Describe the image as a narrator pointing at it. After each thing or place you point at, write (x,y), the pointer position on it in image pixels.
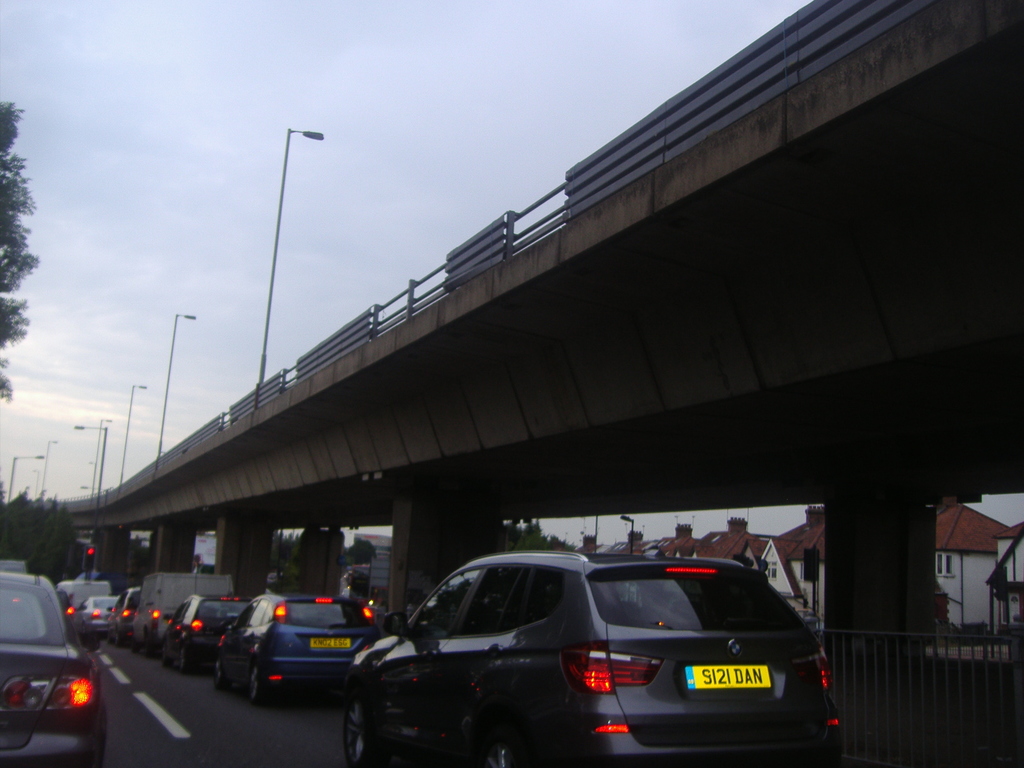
In this picture we see many vehicles (578,718) on the road (178,755) under a flyover bridge (462,362) with lamp posts (100,486). The sky (76,393) is gloomy.
